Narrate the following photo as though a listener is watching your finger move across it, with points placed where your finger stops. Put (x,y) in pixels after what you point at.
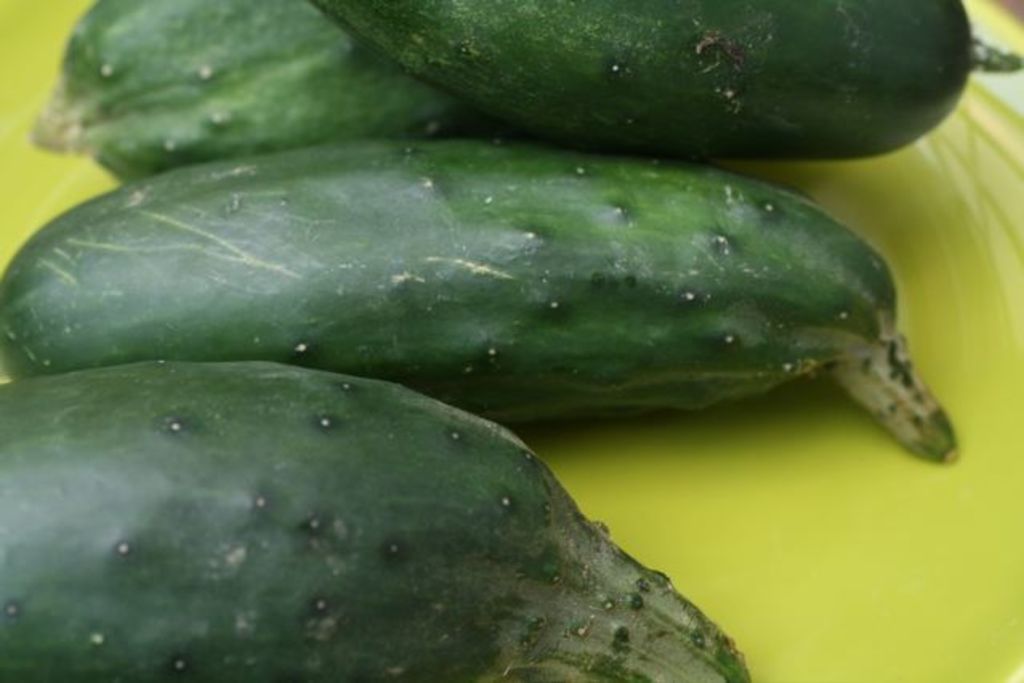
In which picture we can see a yellow plate (835,499) in which there are vegetables (445,330).
